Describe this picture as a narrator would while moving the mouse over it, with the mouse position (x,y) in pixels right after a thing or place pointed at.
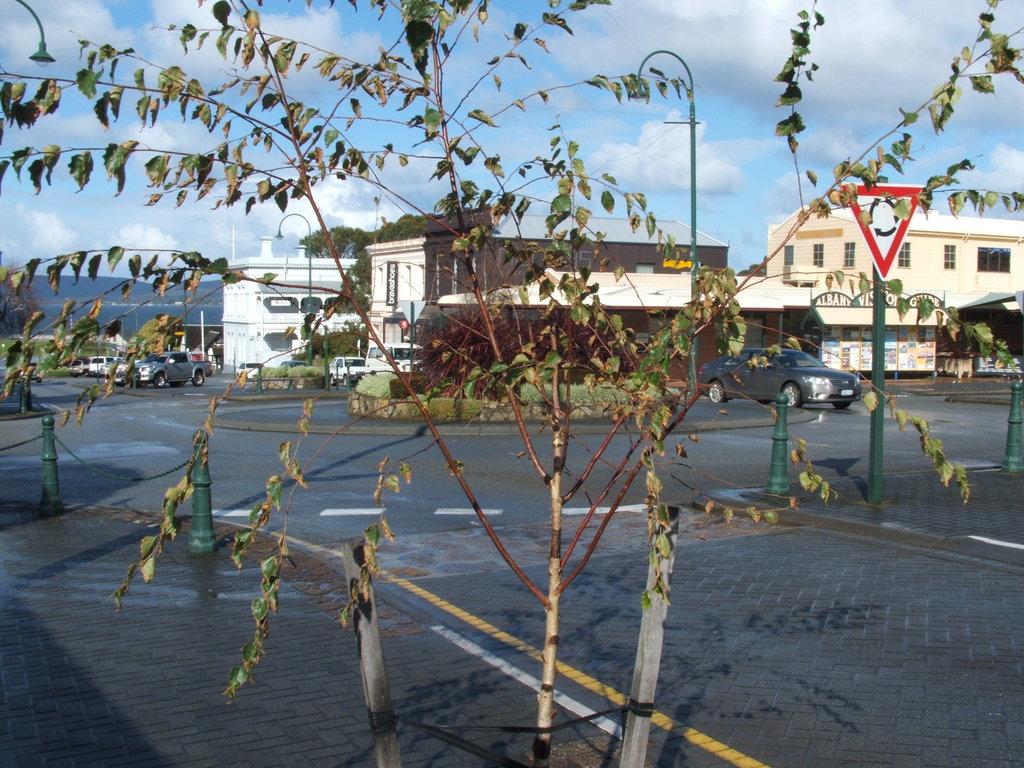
In the image there is a tree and around the tree (252,599) there are few buildings (512,282) and in front of the buildings (232,357) there are vehicles (118,372) parked on the pavement (1020,542), in the background (92,290) there are mountains (145,296).
